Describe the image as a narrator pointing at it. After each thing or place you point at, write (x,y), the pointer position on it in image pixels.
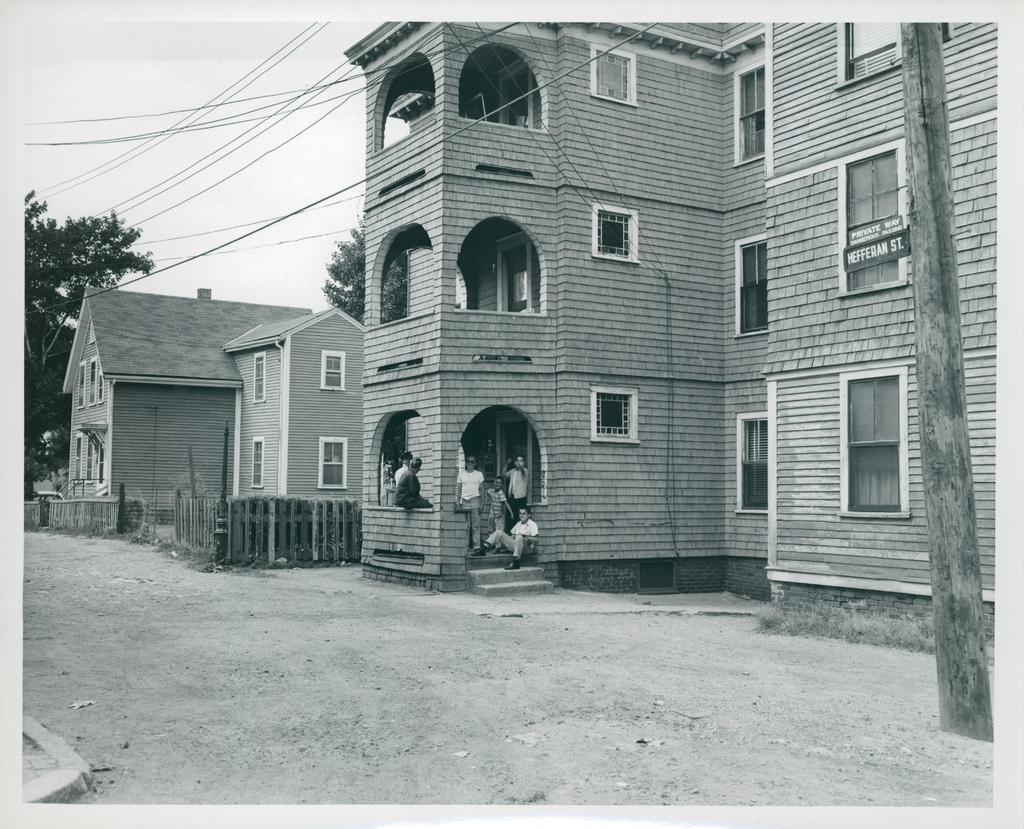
In this picture I can see there are few buildings (612,579) and there are few people (508,500) sitting on the stairs (484,557) of the building (586,512). There are windows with glasses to the buildings (500,412) and there are trees (63,252) in the backdrop (54,264) and the sky (138,121) is clear.
